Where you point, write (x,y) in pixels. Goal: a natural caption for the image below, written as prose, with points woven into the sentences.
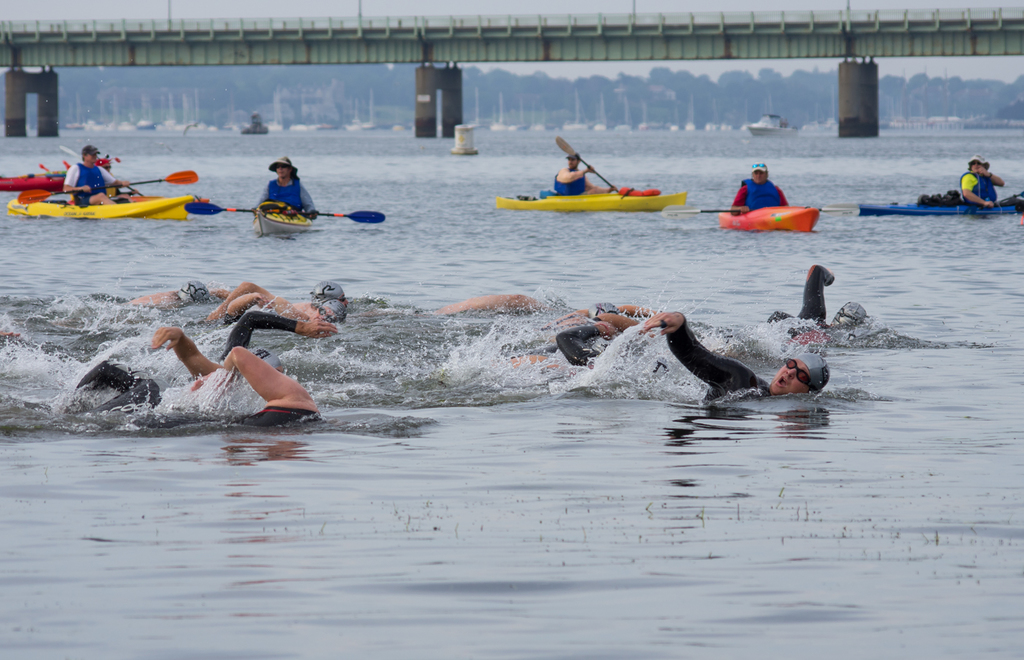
This is a sea (443,217). Here I can see few people (742,376) swimming in the water (399,476) towards the right side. In the background (574,157) there are few people (109,183) holding paddles (561,146) in the hands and sitting on the boats (793,214). At the top of the image (501,33) there is a bridge (224,41). In the background (386,98) there are many trees (585,101) and also I can see few boats (772,119) on the water (231,147).
